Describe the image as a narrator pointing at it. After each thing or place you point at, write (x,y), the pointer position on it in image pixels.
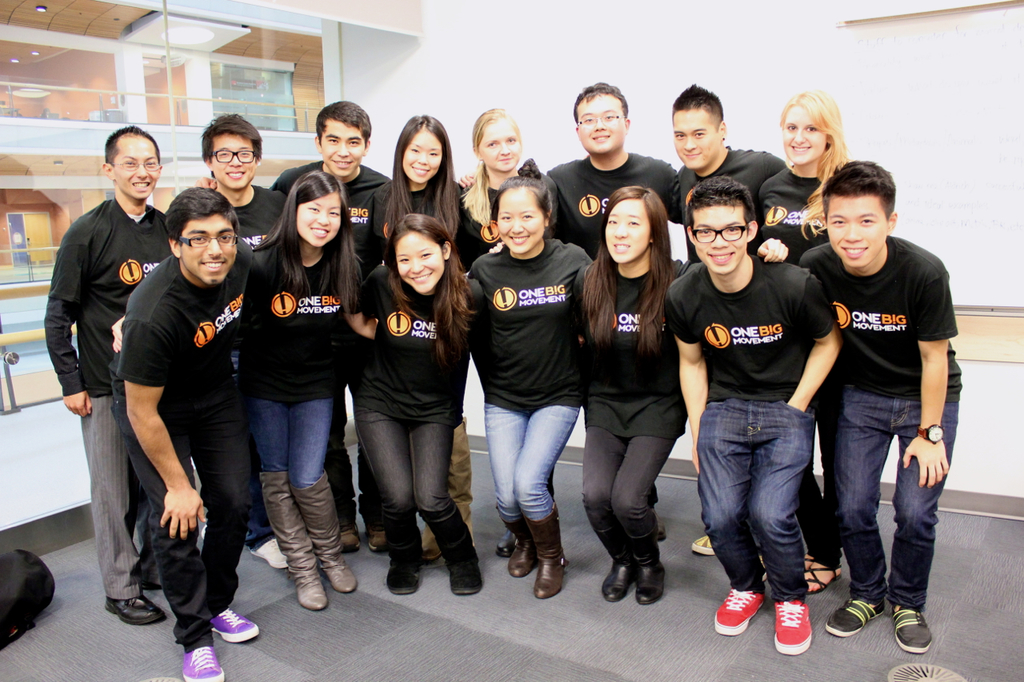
In this picture, I can see a group of people (643,206) standing in a room (383,597) and behind the room (607,614) i can see the wall (418,51) which is painted with white color and a glass window (15,71) behind the window (48,359) i can see a building (99,48) which is build with few windows (279,88) and few lights (17,91) and mat (662,646).
